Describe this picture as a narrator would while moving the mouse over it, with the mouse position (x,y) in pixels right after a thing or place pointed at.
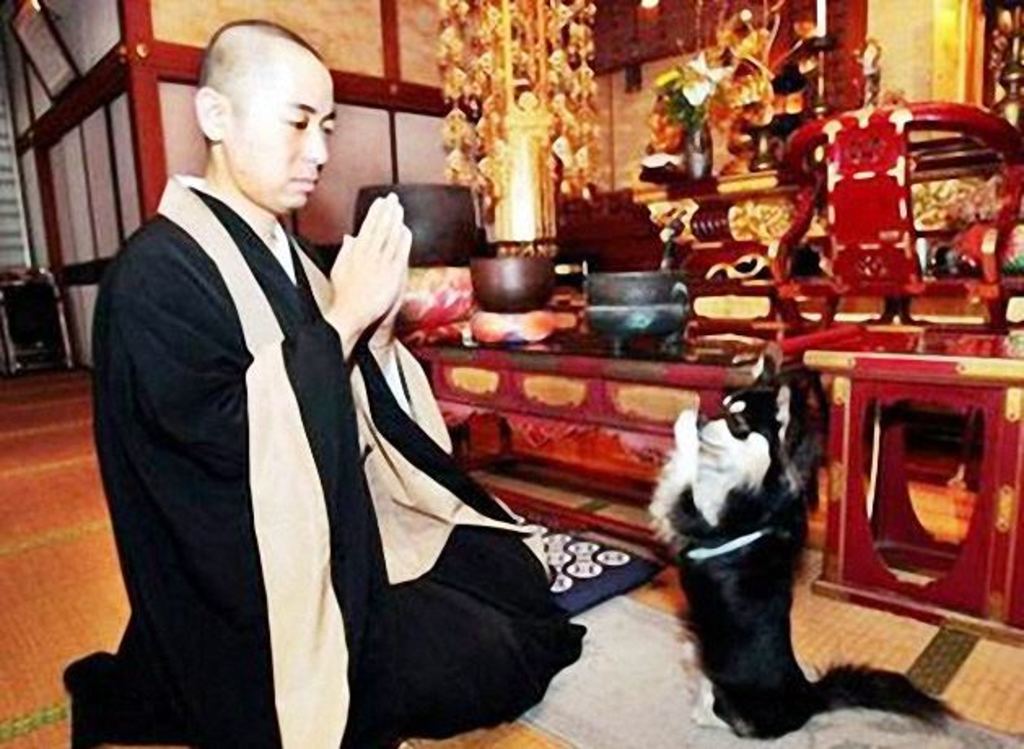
In this image we can see a person (486,548) sitting on his knees (484,583) on the floor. We can also see a dog (702,569) in front of him. On the backside (577,388) we can see decors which are placed on the table (641,494).
